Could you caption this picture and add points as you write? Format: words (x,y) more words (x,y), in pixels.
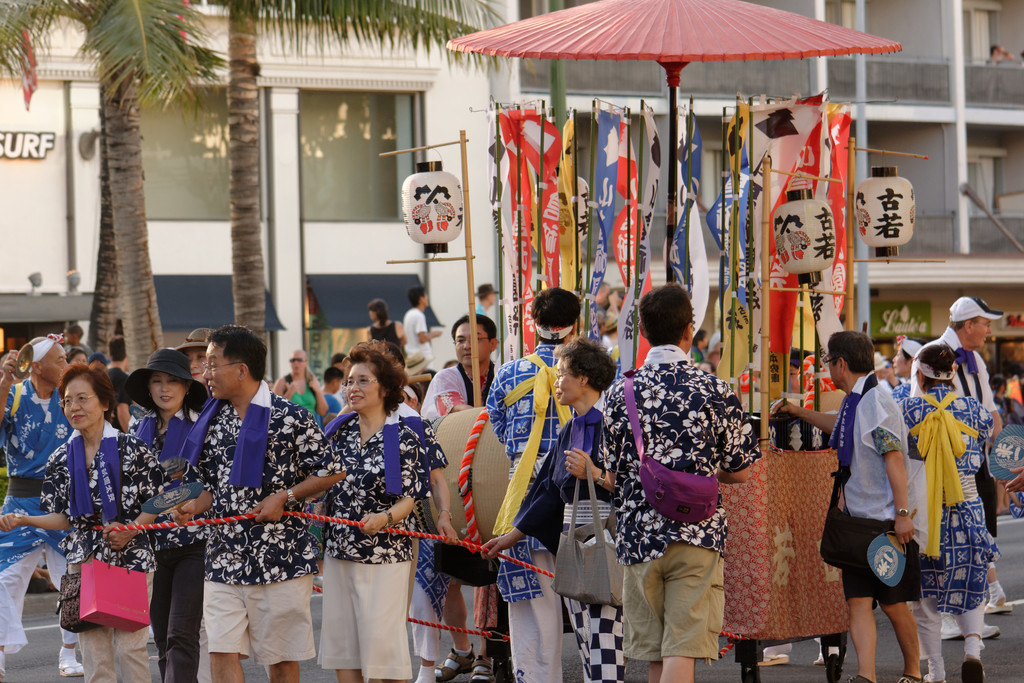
This picture describes about group of people (594,453), few people (594,453) are holding a rope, in the background (548,233) we can see few flags (688,185), paper lanterns (451,222), trees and buildings (329,169).
